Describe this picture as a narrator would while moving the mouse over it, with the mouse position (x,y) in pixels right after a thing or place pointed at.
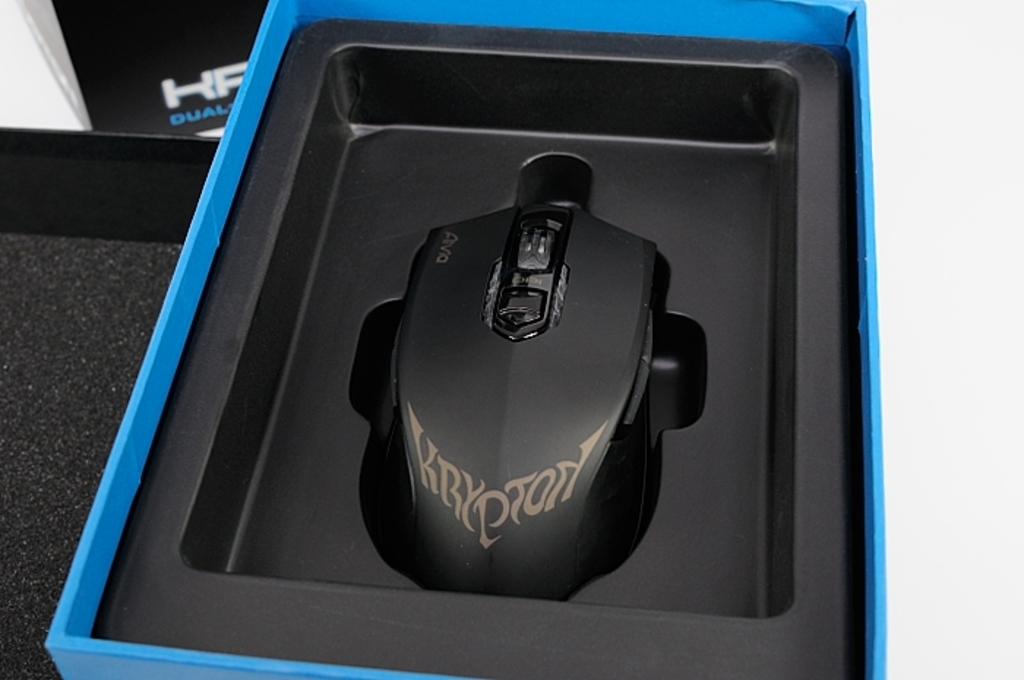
In this image there is a gaming mouse (510,413) which is in the box (266,518). On the left side (176,91) top there is some text (173,94) on the box (101,61).
